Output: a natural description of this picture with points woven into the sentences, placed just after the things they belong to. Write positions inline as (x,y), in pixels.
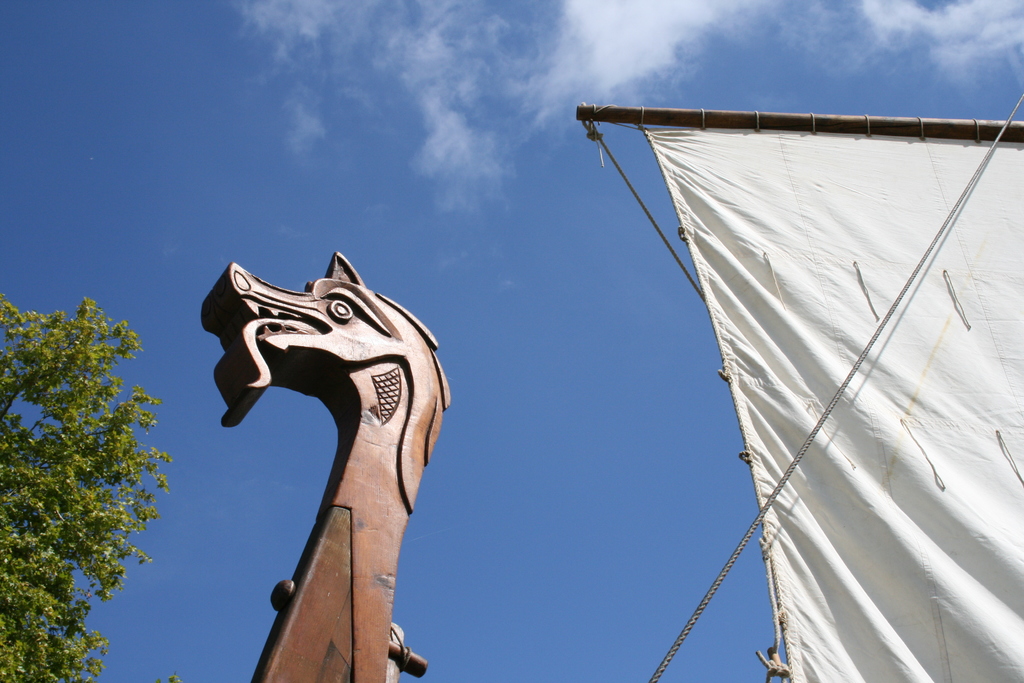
In this image there is a viking ship (384,508) in the middle (376,448). On the right side (913,337) there is a white cloth (797,353) which is tied with the ropes (697,608) in the ship (373,570). On the left side (327,581) there is a wooden dragon head (369,480). At the top (247,70) there is the sky (265,62). On the left side (51,500) there are trees (53,434).
